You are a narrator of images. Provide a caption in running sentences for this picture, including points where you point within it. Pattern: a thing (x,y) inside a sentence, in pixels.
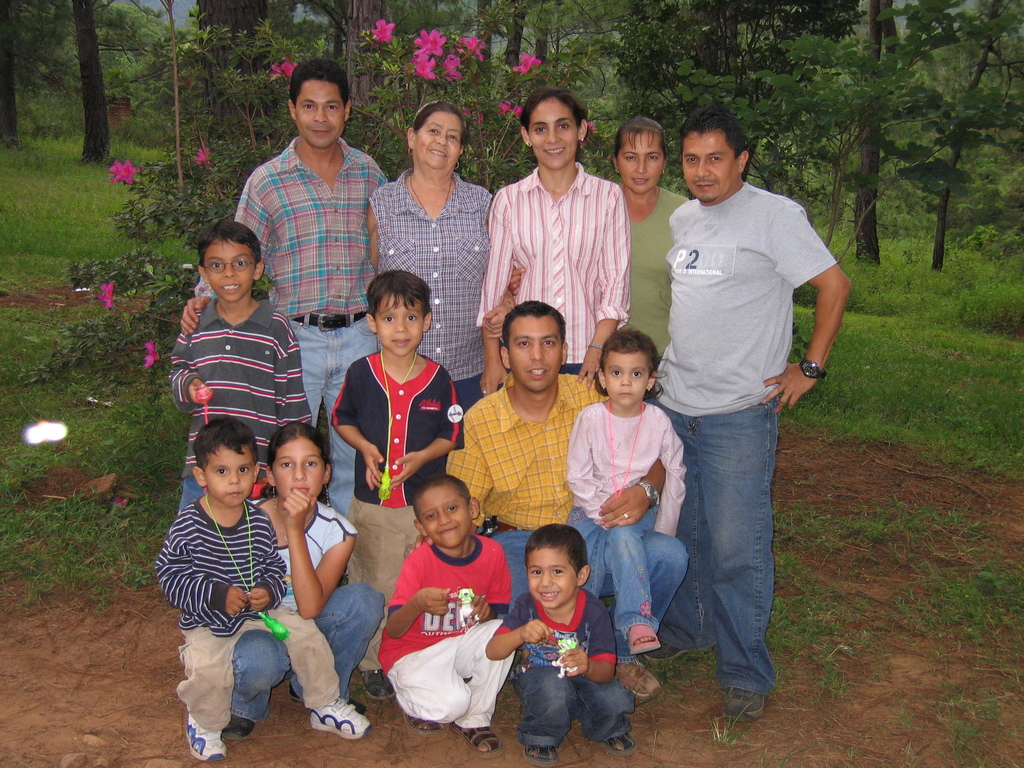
In the image we can see men (336,341), women (408,244) and children's (342,407) standing and some of them are sitting. They are wearing clothes (512,519) and some of them are wearing shoes (366,678). The right side man (760,392) is wearing a wrist watch (807,367). Here we can see grass (99,397), flower plant (204,153) and trees (732,101). Here we can see flowers (442,50), pink in color.
